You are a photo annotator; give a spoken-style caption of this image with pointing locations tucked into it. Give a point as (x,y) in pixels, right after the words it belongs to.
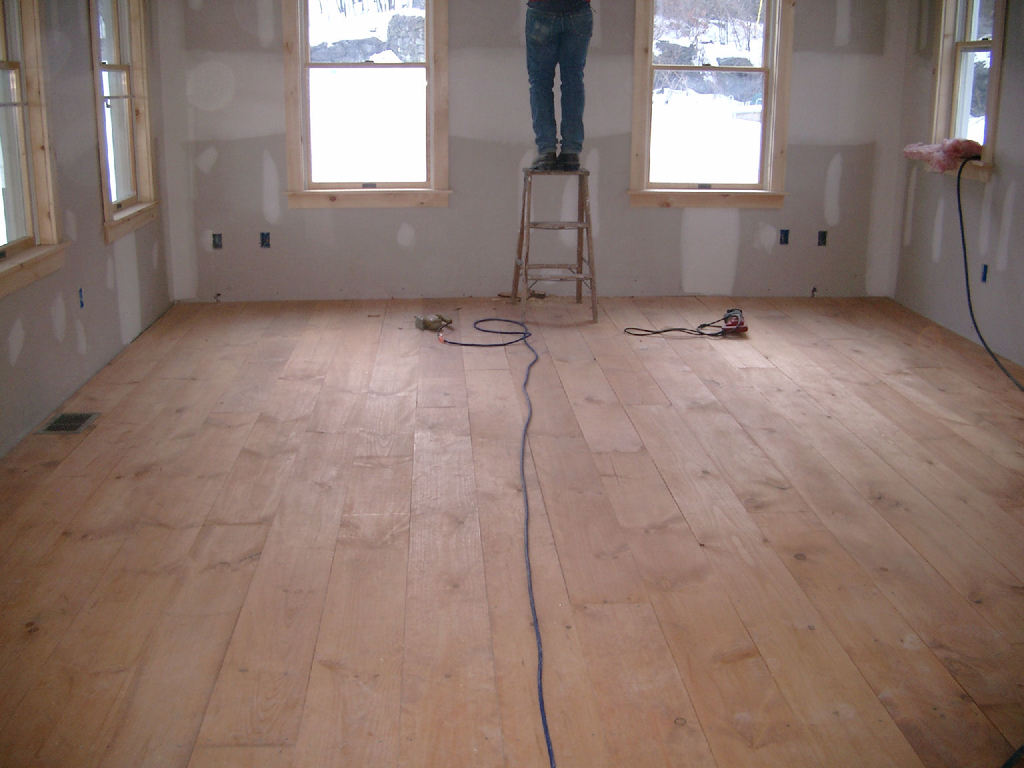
In this picture we can see legs (579,34) of a person (559,25) on the stool (594,298). On the floor (539,399) we can see wires (530,349). These are windows (25,156).
